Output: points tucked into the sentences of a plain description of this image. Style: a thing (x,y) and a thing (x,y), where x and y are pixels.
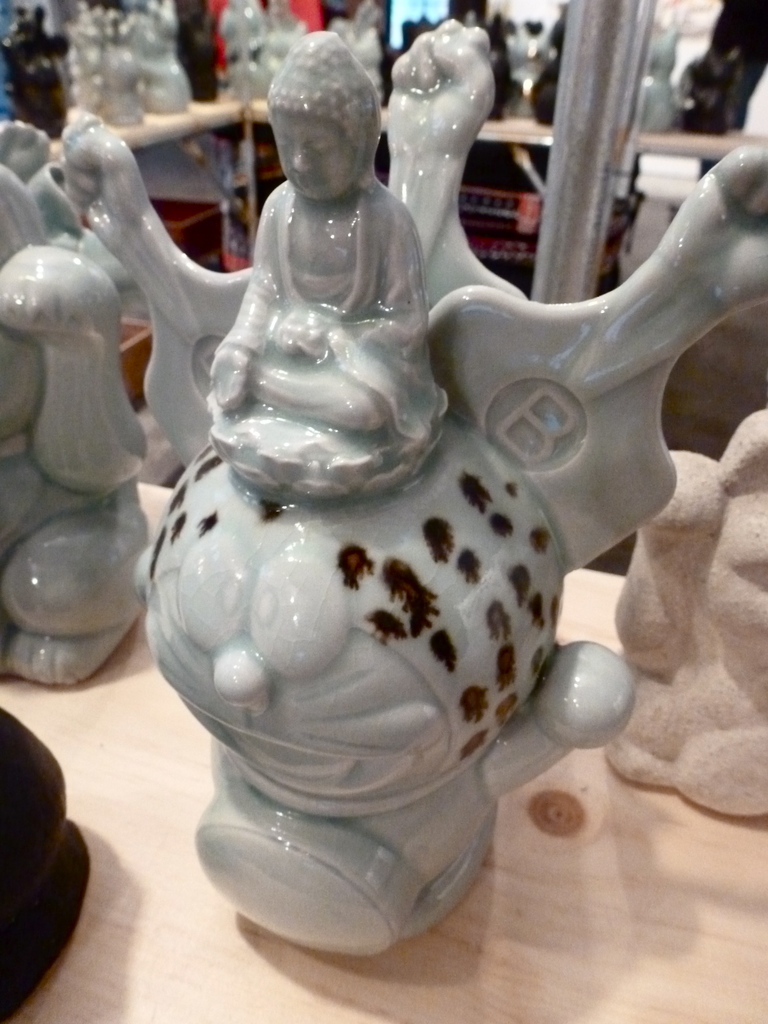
In the center of the image (384,375) we can see toys (332,714) placed on the table (467,965). In the background (671,27) we can see toys (95,103) arranged in shelves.
